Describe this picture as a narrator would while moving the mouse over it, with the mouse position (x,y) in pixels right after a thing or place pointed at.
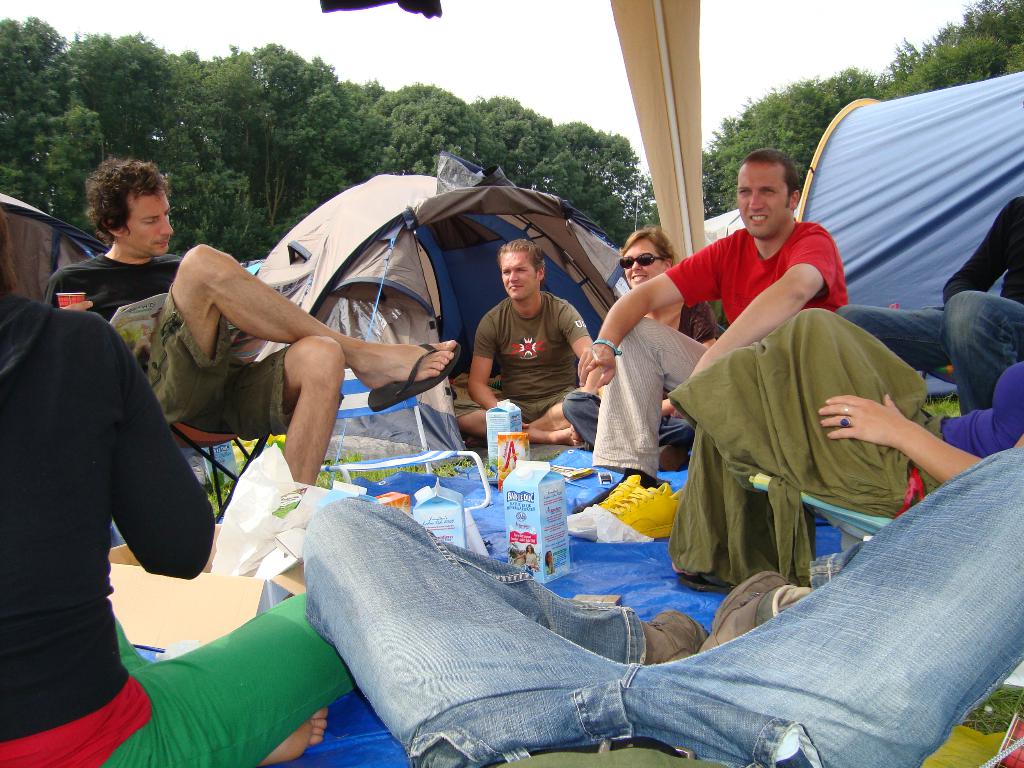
In this image we can see persons (268,361) sitting on the chairs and on the floor (481,500). In addition to this we can see cardboard cartons (506,505), polythene covers (585,526), tents (343,264), trees (480,138) and sky (717,75).
